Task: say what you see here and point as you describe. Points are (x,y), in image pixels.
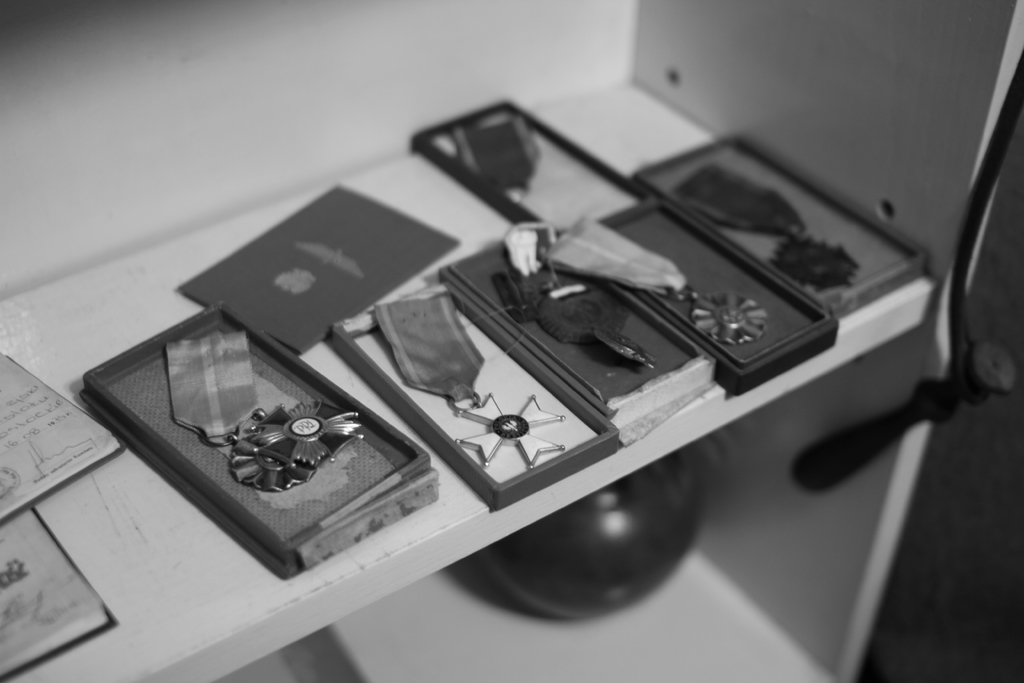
In this picture we can observe different types of badges (554,318). There are six badges (233,386) placed in the six boxes (414,415) in the shelf (401,158). This is a black and white image.
